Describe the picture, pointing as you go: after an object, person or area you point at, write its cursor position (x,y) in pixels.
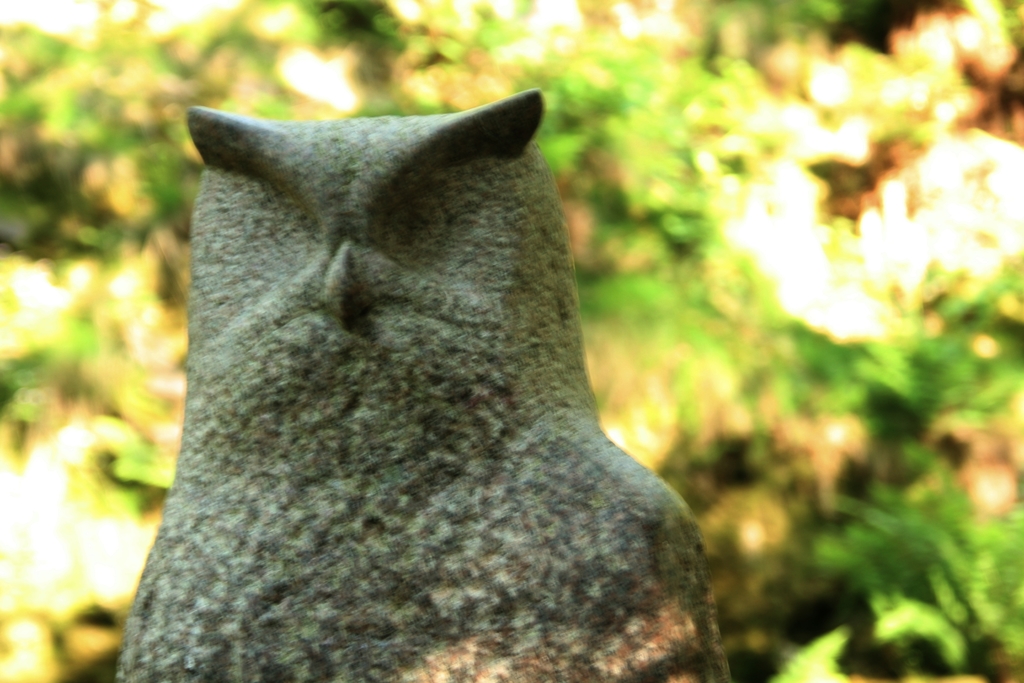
In this image, we can see a sculpture (591,463). We can also see the blurred background (771,303).
